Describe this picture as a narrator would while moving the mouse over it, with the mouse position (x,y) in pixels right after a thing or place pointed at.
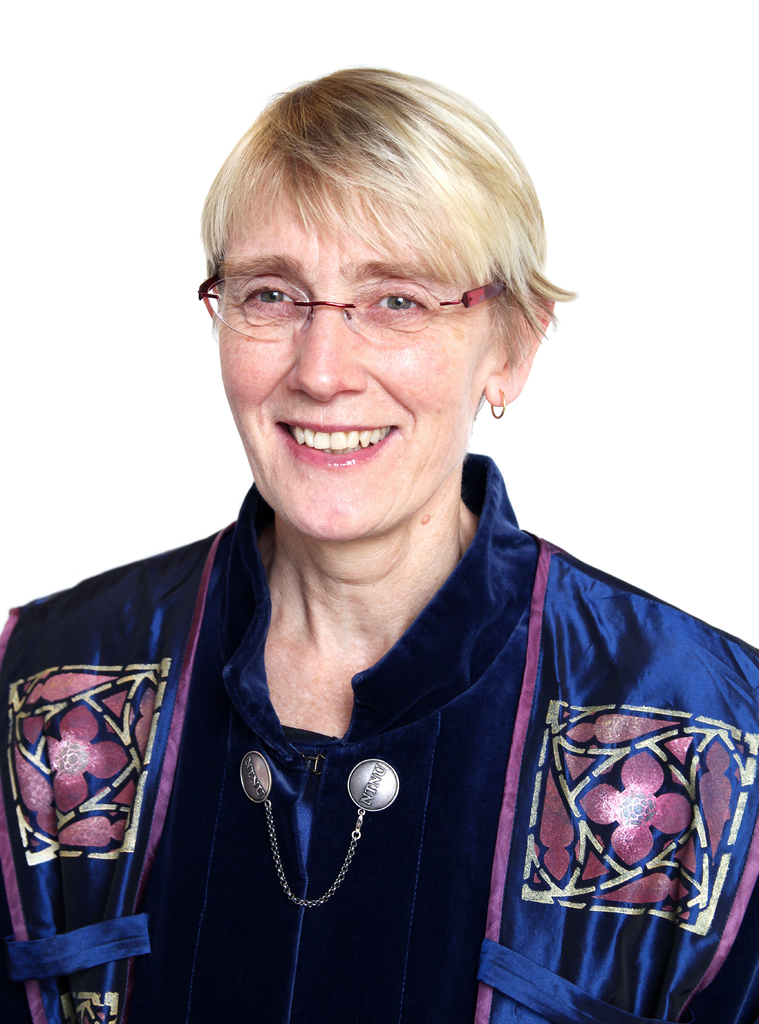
In this image there is a woman (275,395) with a smile on her face (337,502).
